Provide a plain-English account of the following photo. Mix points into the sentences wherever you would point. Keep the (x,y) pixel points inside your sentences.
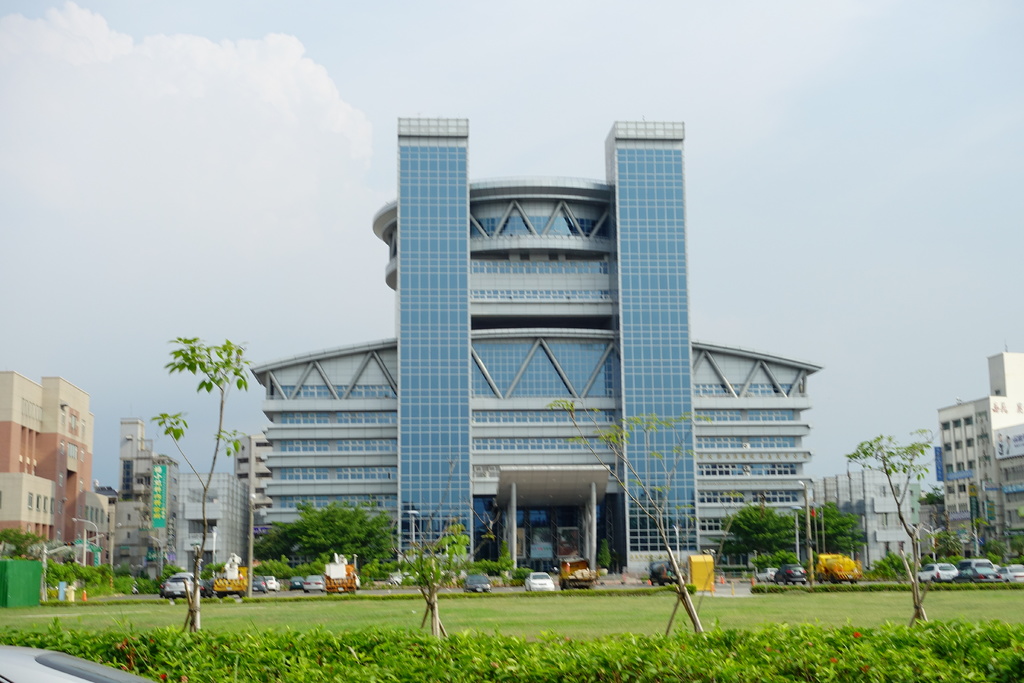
This image consists of a building (488,257). At the bottom (401,627), there are plants (568,592) and trees (795,560). In the middle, there are vehicles (237,580) parked. To the left (77,505) and right, there are many buildings (819,487). At the top (309,69), there are clouds (252,84) in the sky (218,184).
